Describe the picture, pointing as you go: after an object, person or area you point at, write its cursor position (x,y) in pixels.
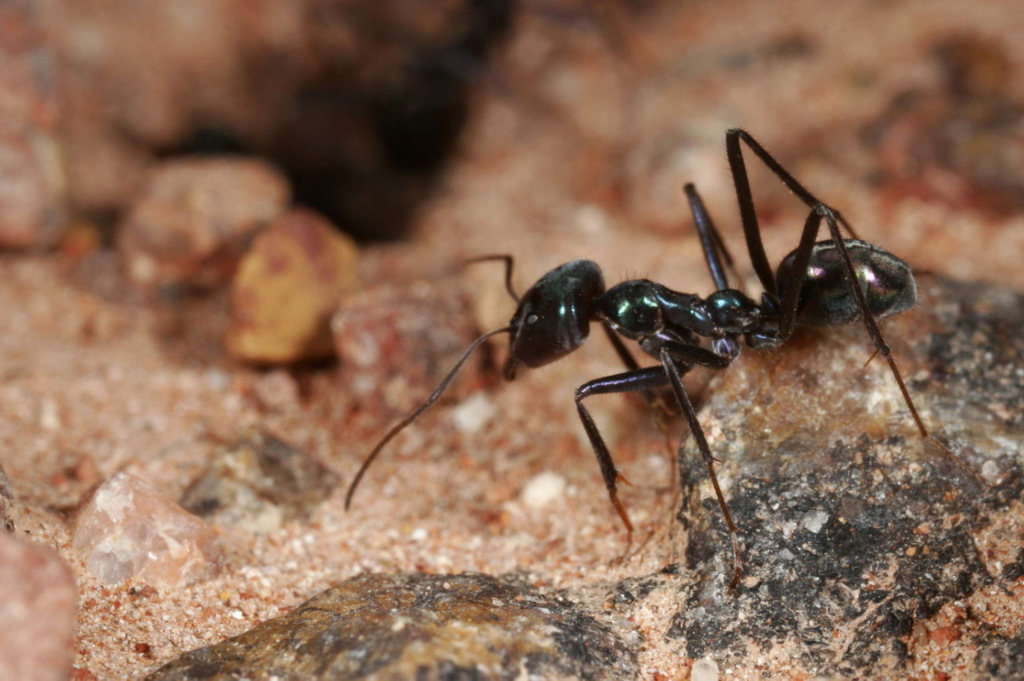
In this image we can see a black color ant (833,288), which might be on a rock (715,530).
